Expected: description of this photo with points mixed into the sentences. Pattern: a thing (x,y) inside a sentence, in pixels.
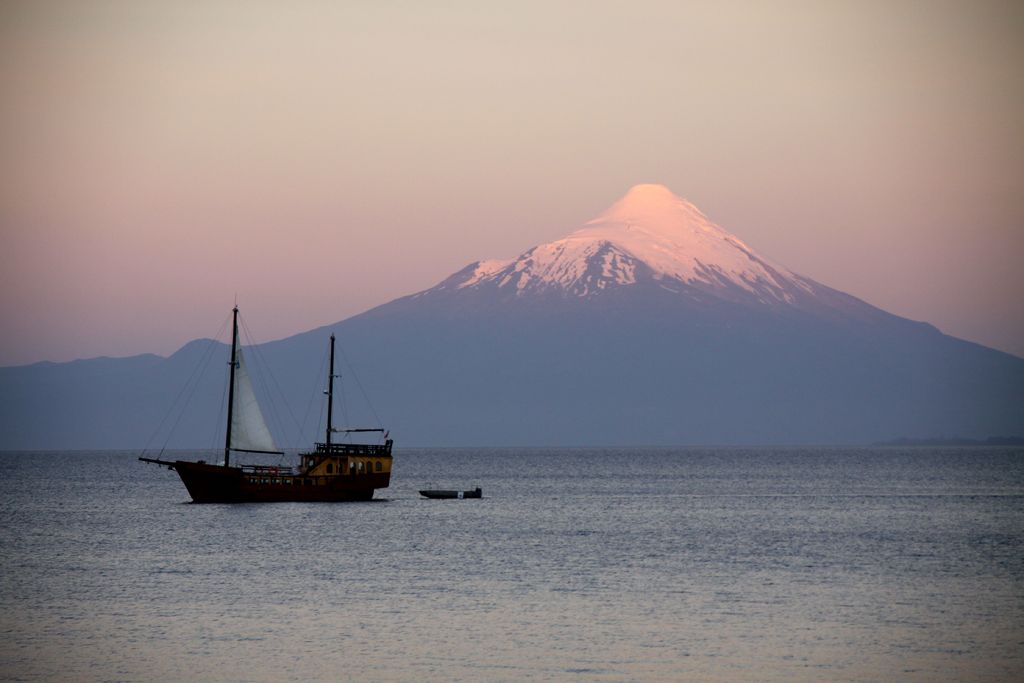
In this picture we can see two boats (334,489) on the water (336,524). Behind the boats (315,460), there is a mountain (438,367). At the top of the image (414,26), there is the sky (559,105).
